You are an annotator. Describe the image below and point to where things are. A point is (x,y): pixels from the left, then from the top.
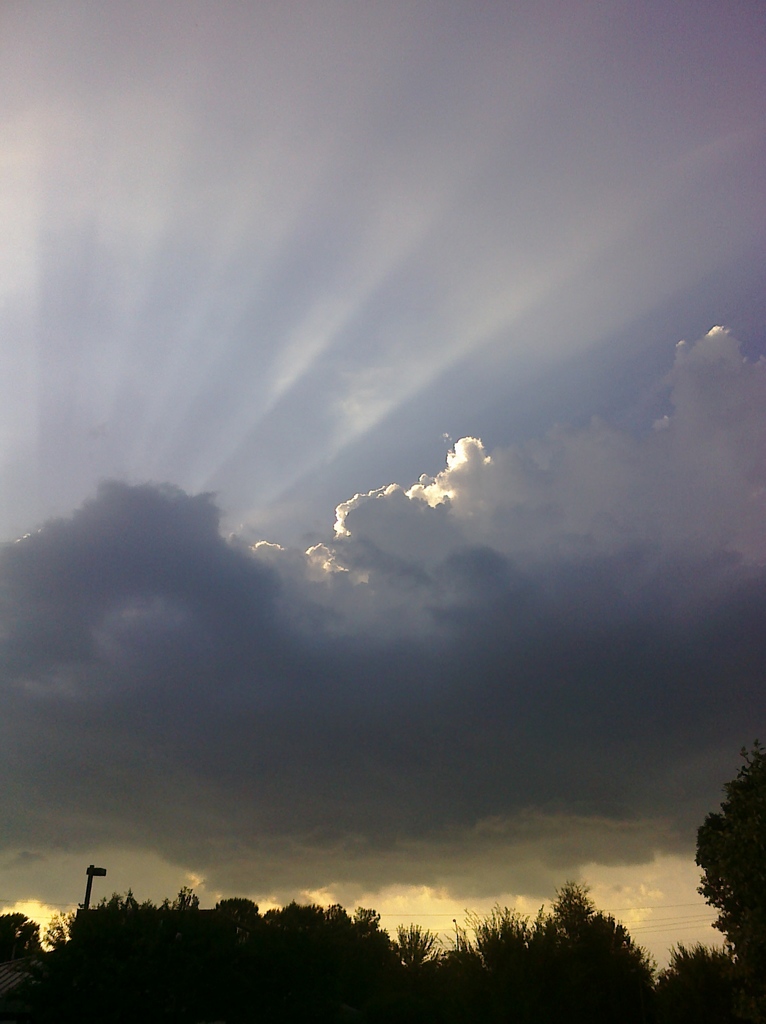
At the bottom (514,937) there are trees (724,872), at the top (430,325) it is the cloudy sky (387,384).
